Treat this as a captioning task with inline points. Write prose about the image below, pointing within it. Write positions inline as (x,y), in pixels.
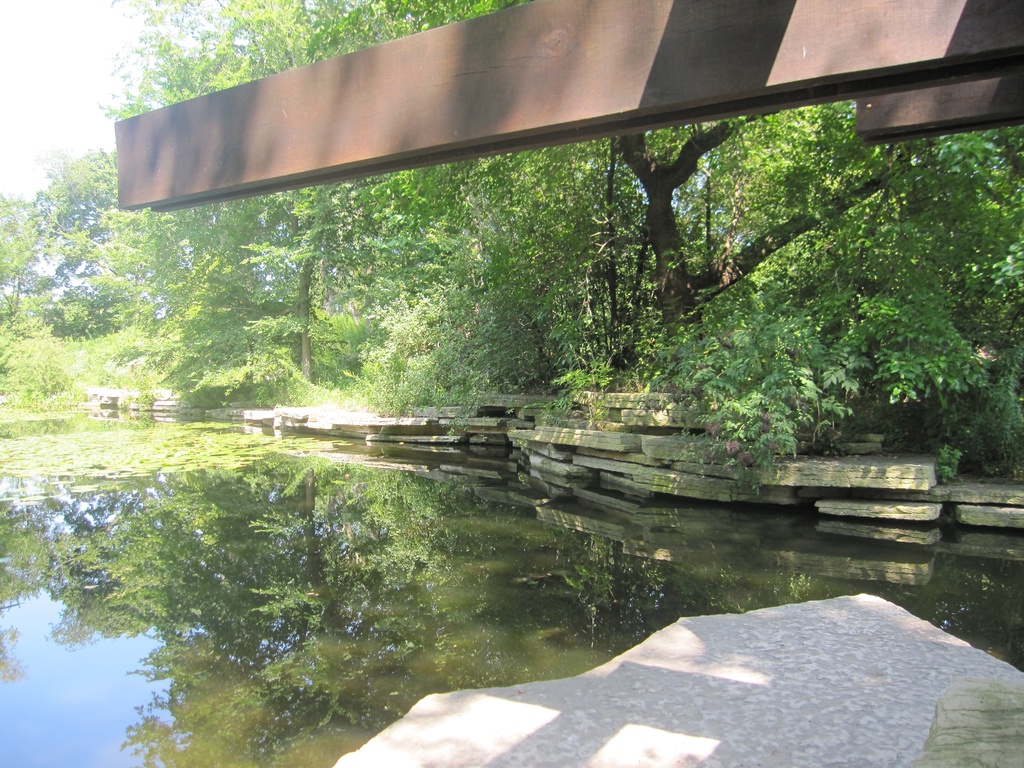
In the image we can see there is water (443,511) and there are stone tiles (515,697) on the water (80,479). There are wooden beams (453,143) on the top (368,99) and there are lot of trees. There is reflection (274,564) of trees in the water (148,542).
